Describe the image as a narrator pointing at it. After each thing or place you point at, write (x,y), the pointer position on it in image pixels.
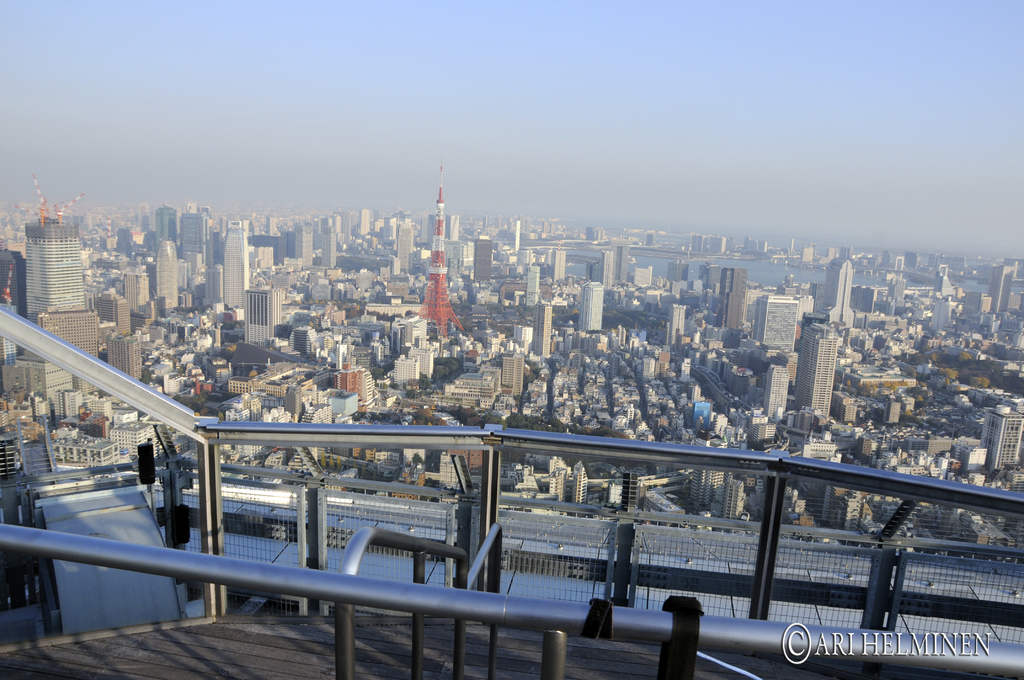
This is the top view of a city (264,376), in front of the image there is a metal rod fence (224,588), at the bottom of the image (835,647) there is some text (875,641), in this image there are buildings (226,287) and a river (784,271).
